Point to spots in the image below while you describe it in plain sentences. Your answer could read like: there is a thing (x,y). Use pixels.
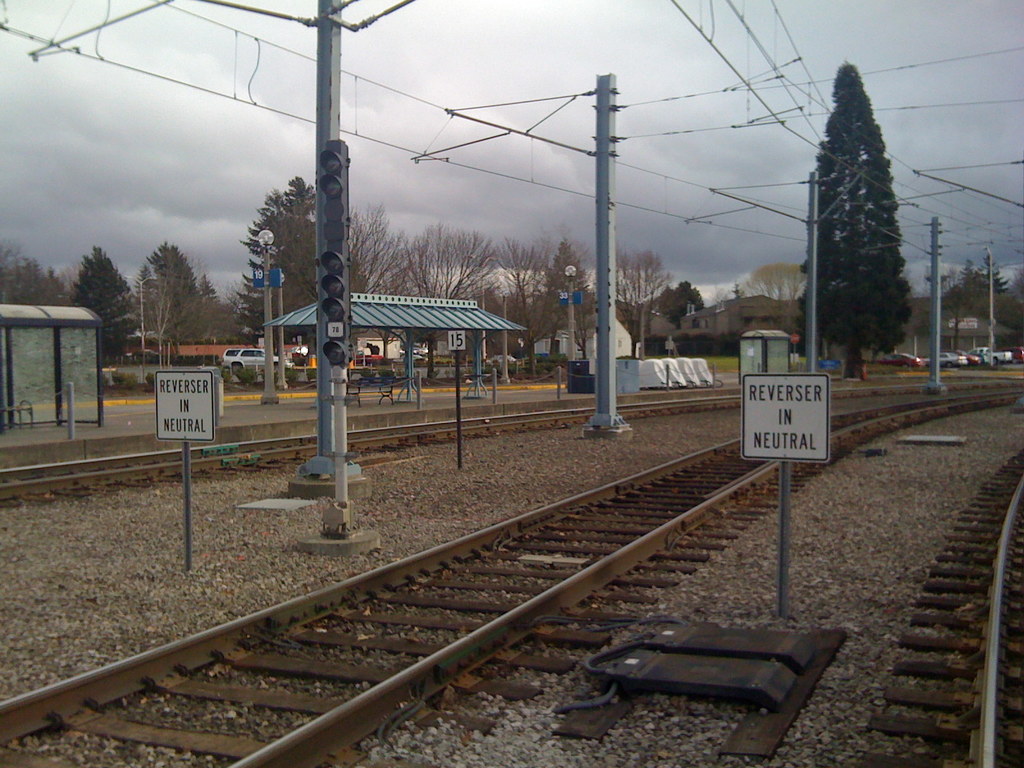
In this picture I can see on the right side (805,397) there is a board (805,457). In the middle (665,500) there are railway tracks (668,512) and poles (614,111), at the back side (853,272) there are trees (588,301). At the top (566,115) it is a cloudy sky (545,62) in this image.
